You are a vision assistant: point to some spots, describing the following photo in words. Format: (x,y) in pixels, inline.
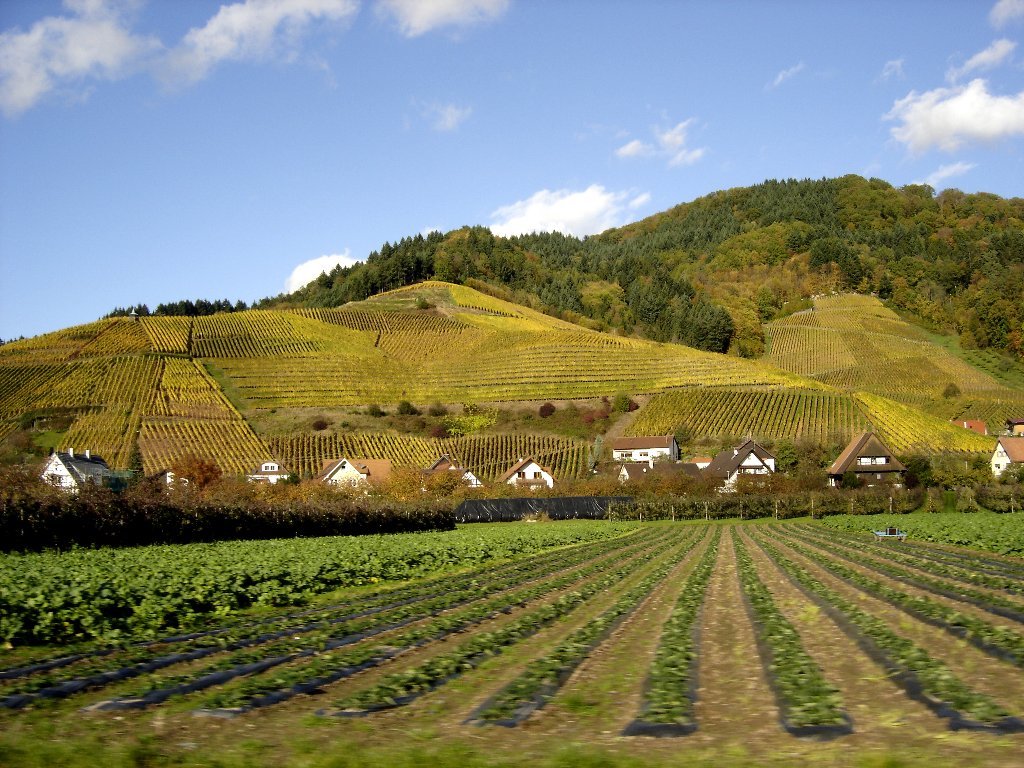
In this image I can see at the bottom (500,554) there are crops (404,683). In the middle (514,478) there are houses (1016,460), at the back side (584,298) there are hills (712,310) with the trees (783,284), at the top (585,120) it is the sky (442,181).
